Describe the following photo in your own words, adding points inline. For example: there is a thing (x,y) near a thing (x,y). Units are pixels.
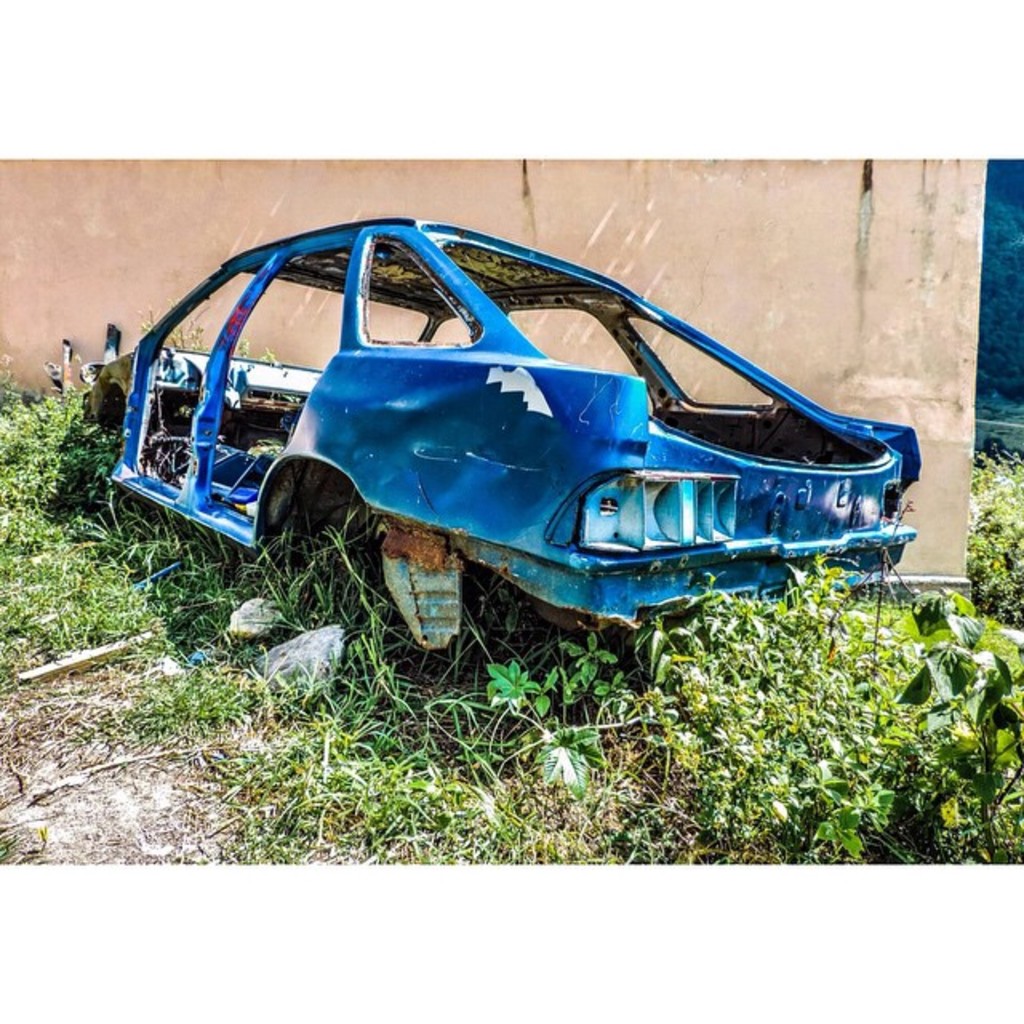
In this image we can see the frame (445,603) of a car (431,604) on the ground (541,811). We can also see some plants (900,784), grass (504,833) and a wall (722,302).
